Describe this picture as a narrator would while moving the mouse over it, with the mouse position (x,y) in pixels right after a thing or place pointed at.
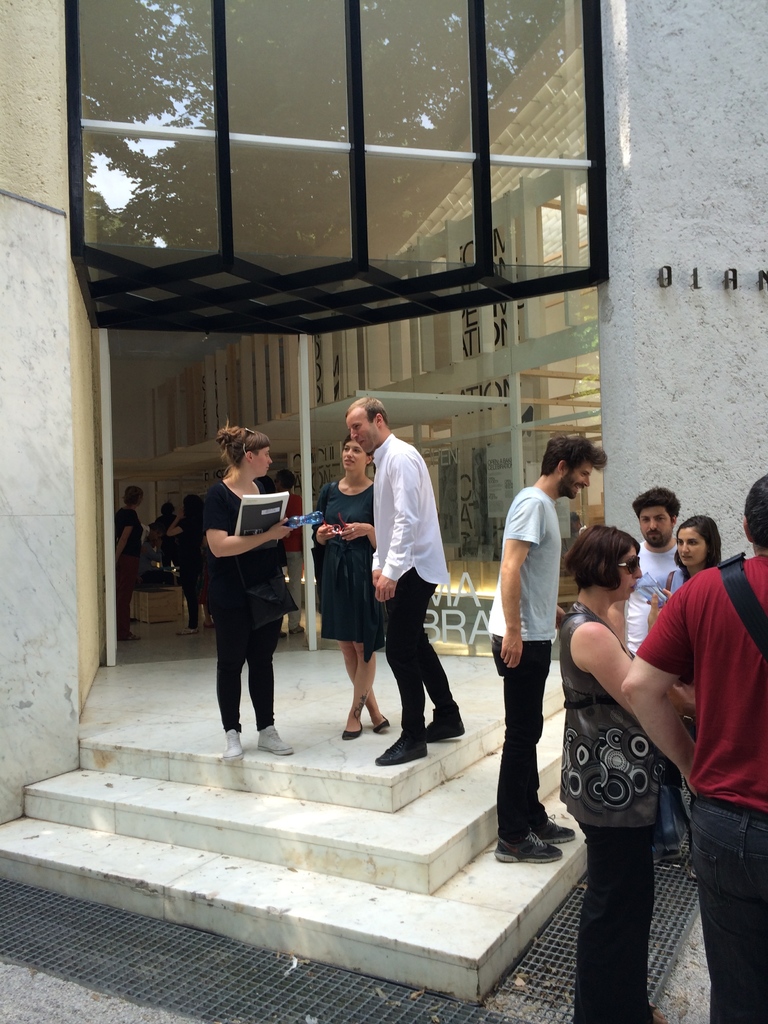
On the right side (666,623), we see the people (722,630) are standing. At the bottom (409,841), we see the staircase (420,841) and the people (354,602) are standing. The woman (262,630) on the left side (248,463) is holding a book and a water bottle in her hands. Behind her, we see a building (275,423) and we see a glass door (492,403). Behind that, we see the people (135,493) are standing. On the right side (679,395), we see the poles (513,372) and a wall (663,338) in white color. At the bottom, we see a grey color mat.
